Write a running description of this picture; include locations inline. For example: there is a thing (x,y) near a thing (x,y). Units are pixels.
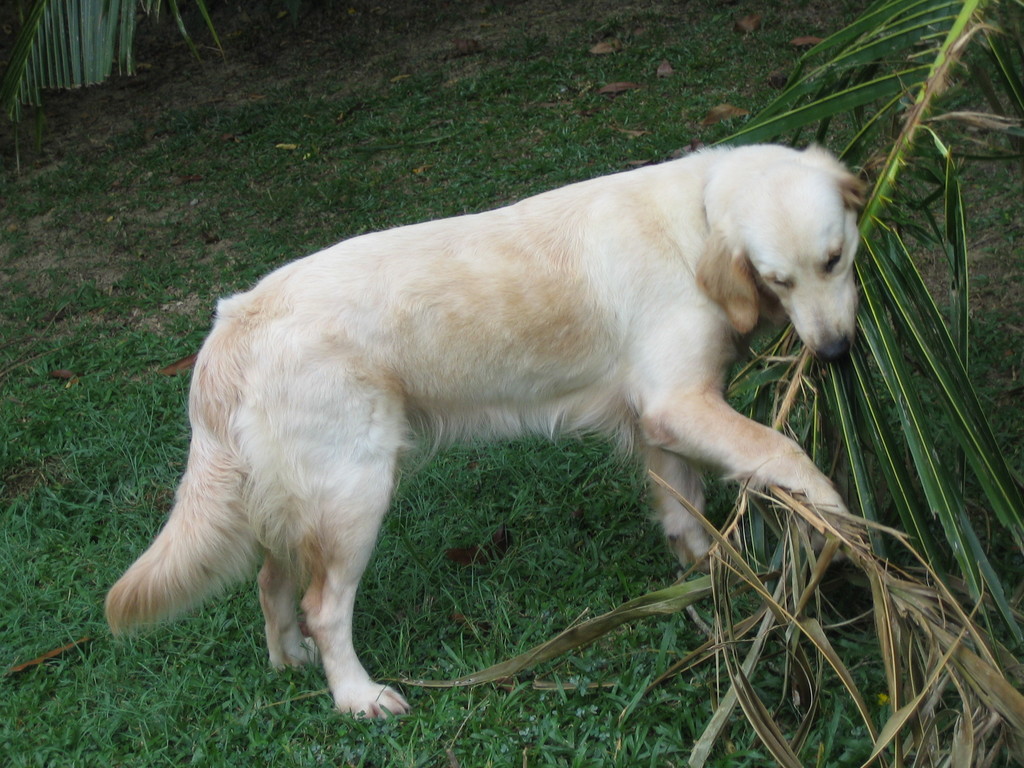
In this picture, we see a white dog (450,361) and it is holding the branch (870,263) of the tree (907,403) with its mouth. At the bottom (552,581), we see the grass (579,595). In the left top (88,82), we see a tree (92,57).
